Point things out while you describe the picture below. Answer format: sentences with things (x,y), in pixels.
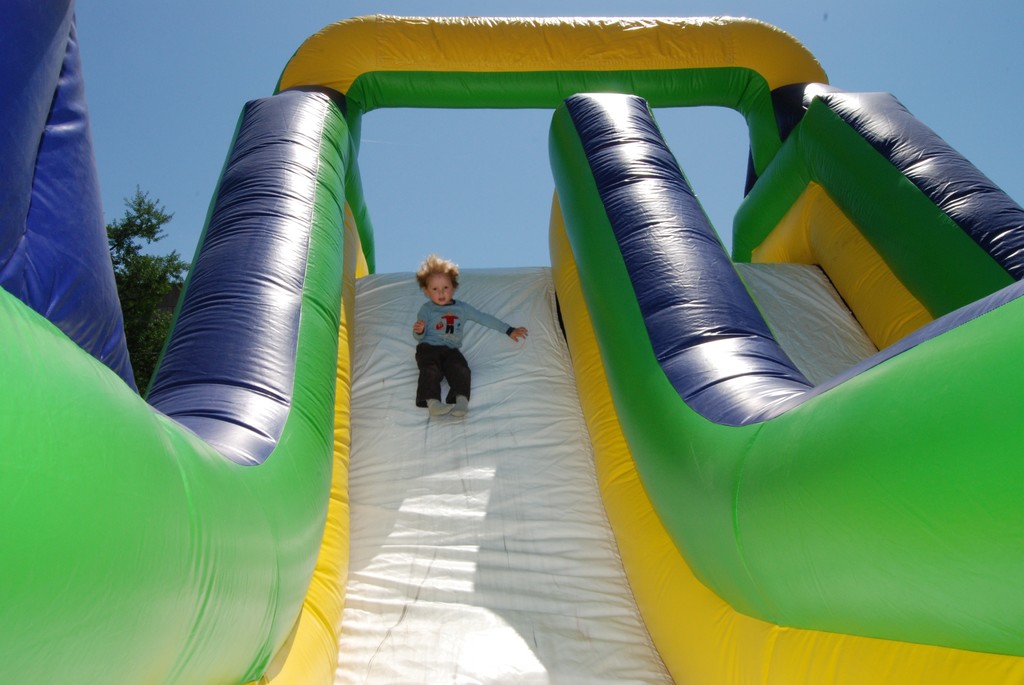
In this image we can see a child (468,317) is sliding on the inflatable object (507,428). In the background (146,358), we can see the trees (146,358) and the blue color sky (172,197).
